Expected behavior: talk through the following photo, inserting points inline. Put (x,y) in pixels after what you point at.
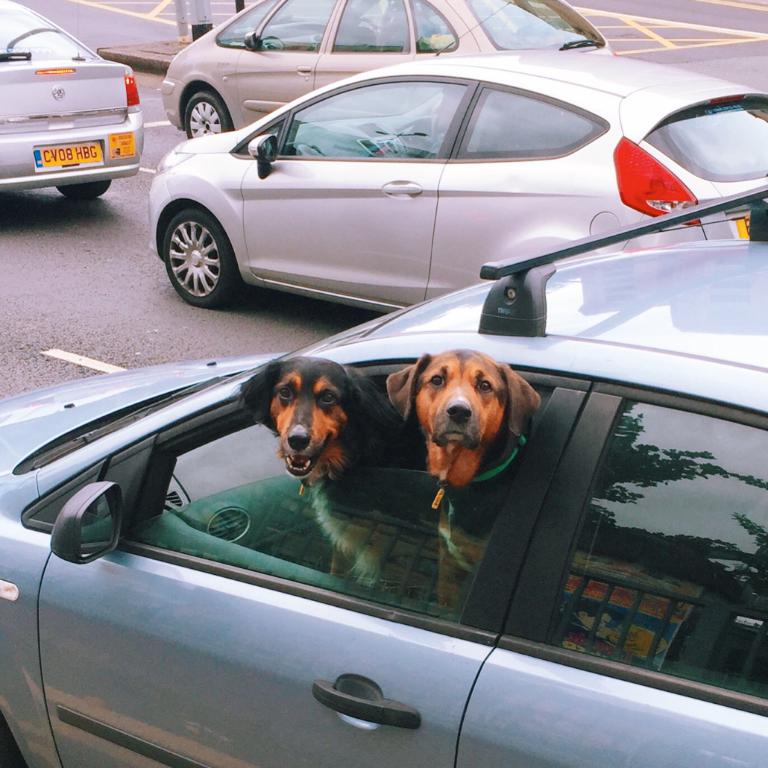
Here we can see a car (132,468) on the road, and dogs (371,477) in it, and in front here the cars (340,233) are travelling on the road (145,195).
